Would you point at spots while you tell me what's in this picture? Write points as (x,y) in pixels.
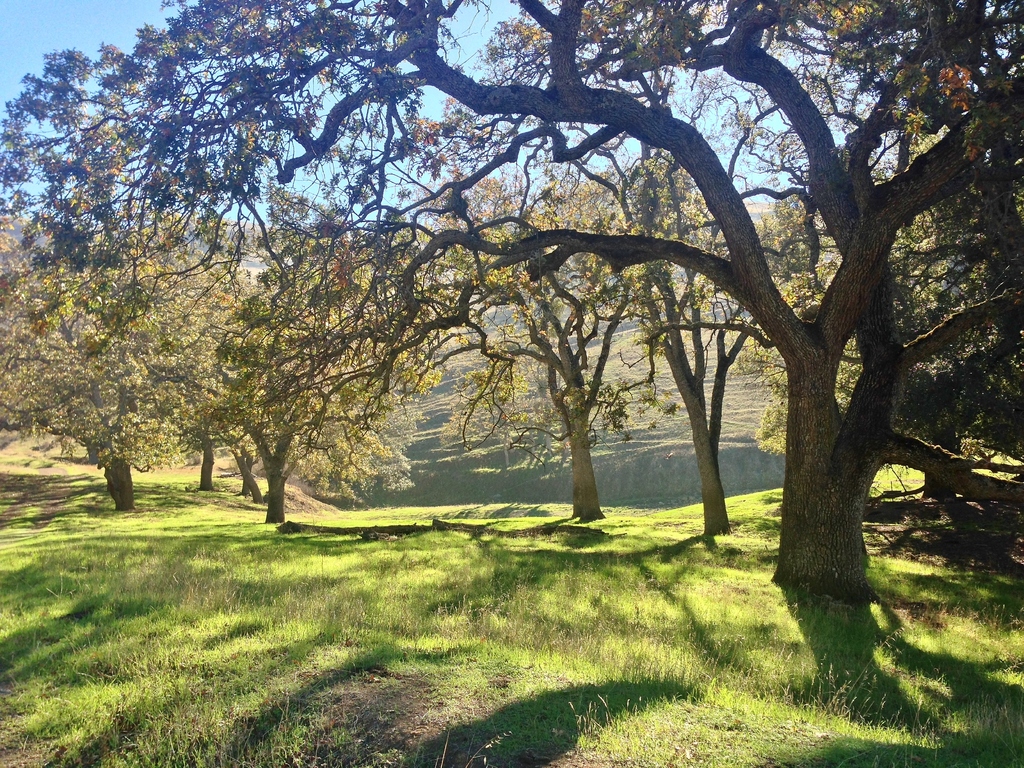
In this image we can see trees (471,246). At the bottom of the image (326,657) there is grass (454,604).
